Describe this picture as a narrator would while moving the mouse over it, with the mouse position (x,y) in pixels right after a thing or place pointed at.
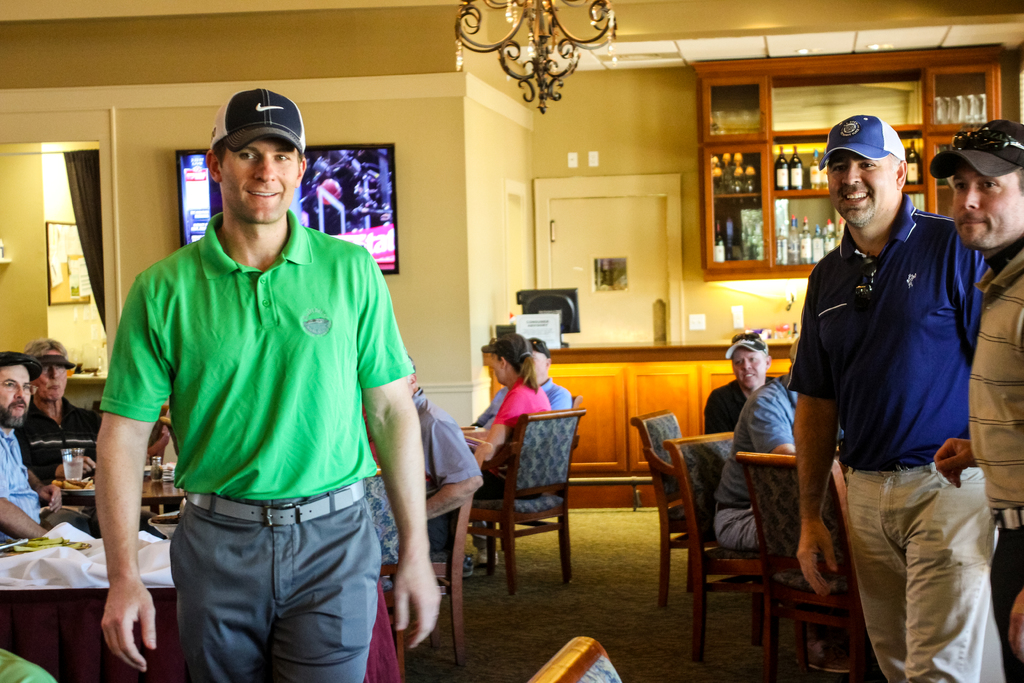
On the background of the picture (460,88) we can see a wall (619,138). This is a door (641,220). It's a cupboard (903,83) where we can see bottles (912,154) in it. This is a television (369,192). Here we can see few persons (729,472) sitting on the chairs (773,498) in front of a table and on the table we can see glasses (68,466). here we can see one man (189,595) standing and giving a smile to the camera. At the right side of the picture (912,422) we can see two men (977,370) standing wearing caps (940,160) and holding a smile on their faces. This is a floor (544,587). This is a notice board (85,282).
